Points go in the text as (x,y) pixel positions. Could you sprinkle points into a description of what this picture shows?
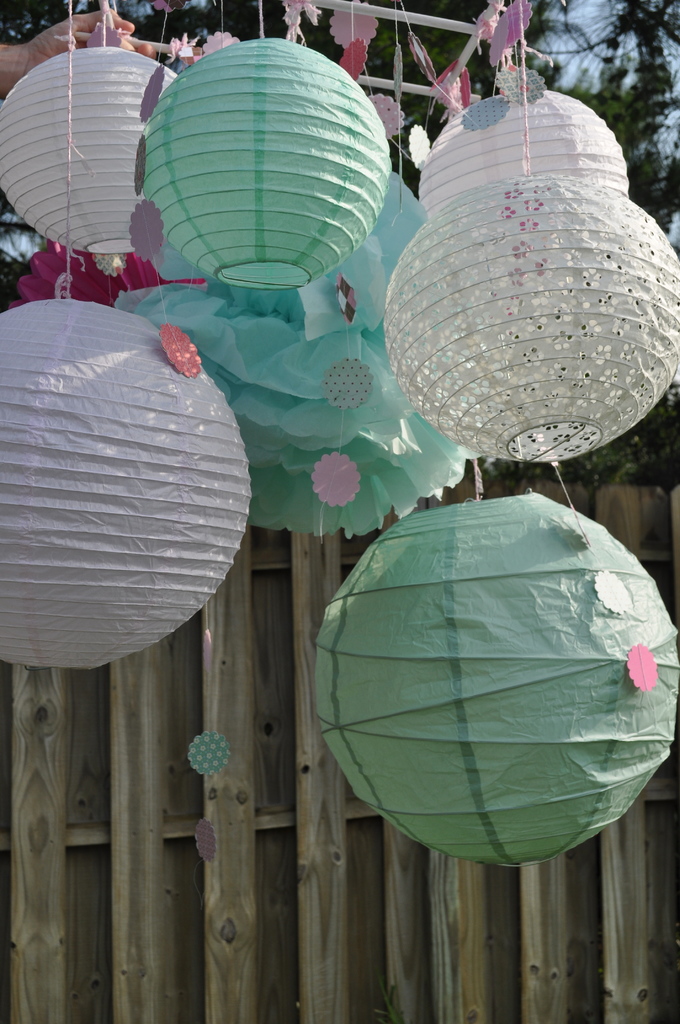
In this image there are paper lanterns (484,413) hanging to a rod (459,25). At the bottom (280,911) there is a wooden wall (218,893). At the top (625,84) there are trees (540,23) and the sky (572,40).
